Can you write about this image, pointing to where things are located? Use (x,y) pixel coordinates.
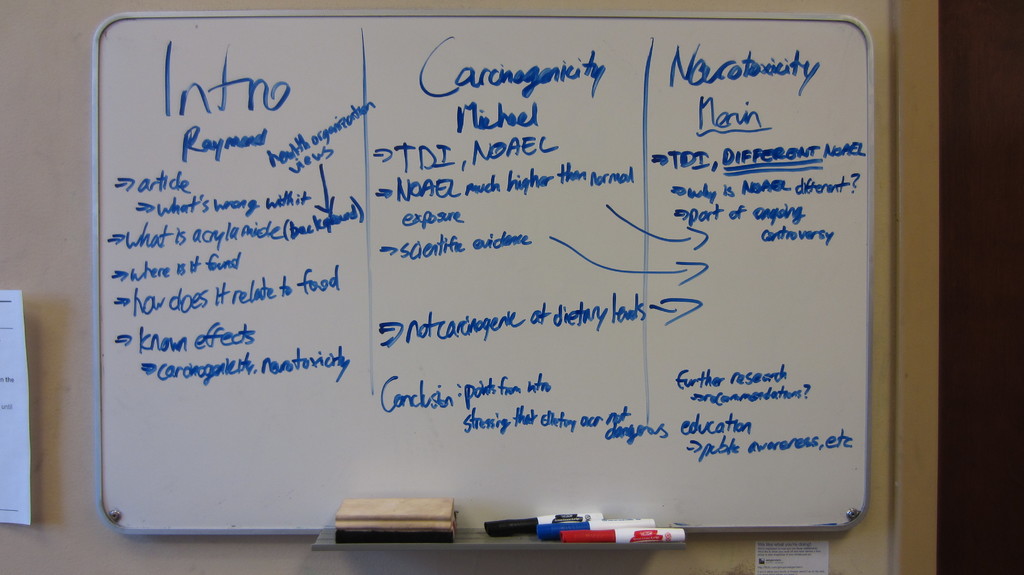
In this image I can see in the middle (534,298), there is a white color board (677,326). At the bottom (524,518) there are markers (590,525) and there is a duster (410,523).
